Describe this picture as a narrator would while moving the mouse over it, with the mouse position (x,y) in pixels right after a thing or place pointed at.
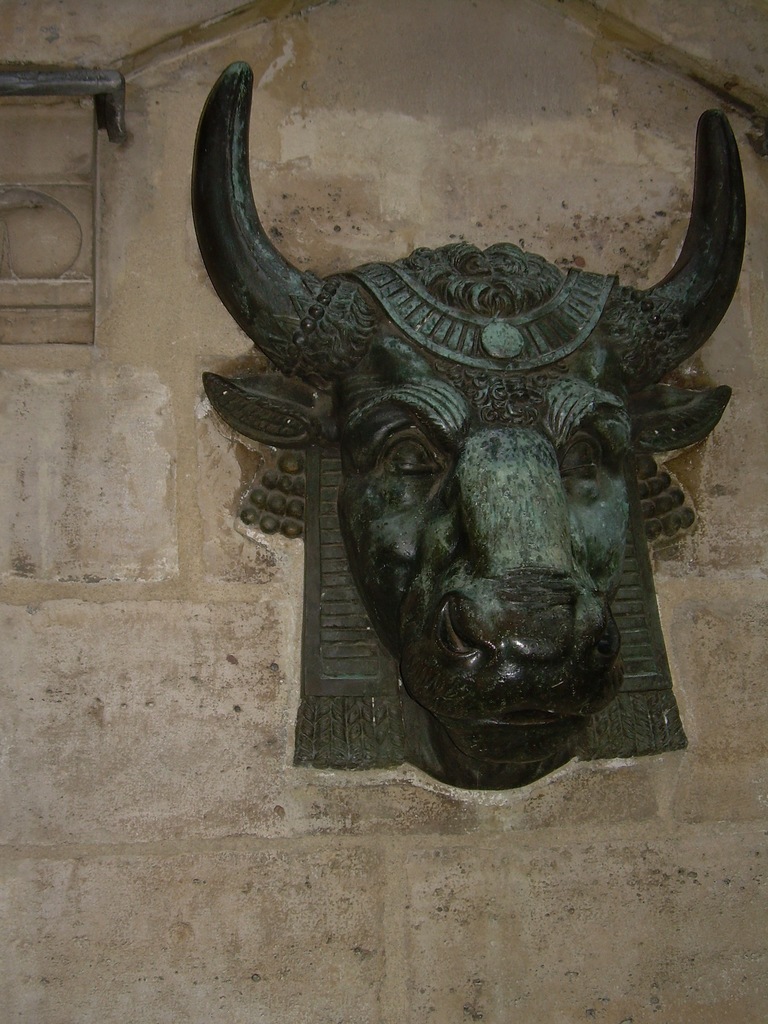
Here we can see sculpture (447,442) of an animal head (460,392) on the wall (304,928).
